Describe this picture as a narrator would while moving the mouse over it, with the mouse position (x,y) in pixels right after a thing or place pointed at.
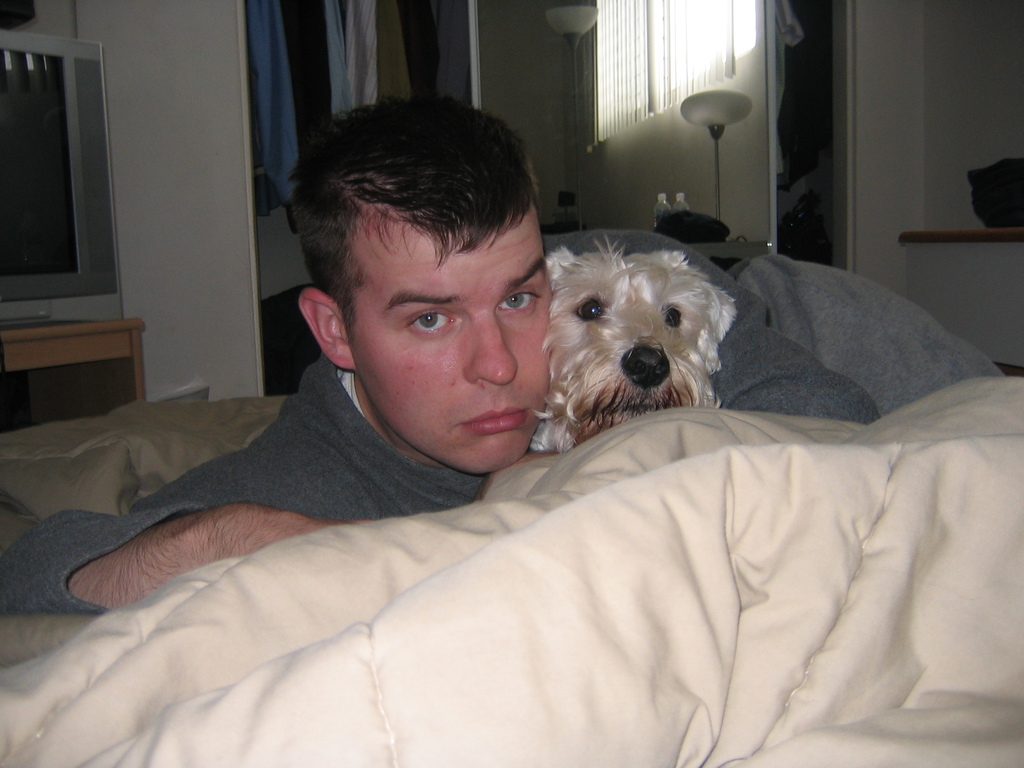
Here we can see a man (323,501) laying on his bed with a dog (650,293) with him and behind him we can see television (77,46) lamp (712,132) and clothes (362,61) present.
